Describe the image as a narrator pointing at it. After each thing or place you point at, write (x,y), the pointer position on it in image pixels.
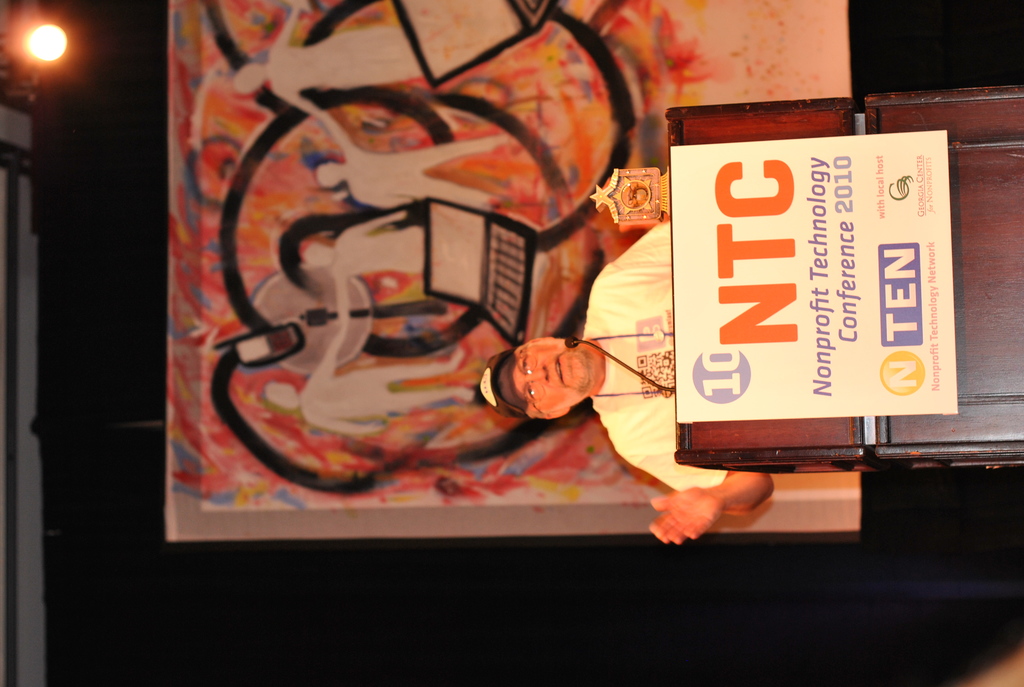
In this picture we can see a man (633,425) is standing in front of the podium (735,455) and he wore a cap (494,376), in front of him we can see a microphone (571,342) and a shield (669,214), in the background (53,34) we can find a light (49,52).
